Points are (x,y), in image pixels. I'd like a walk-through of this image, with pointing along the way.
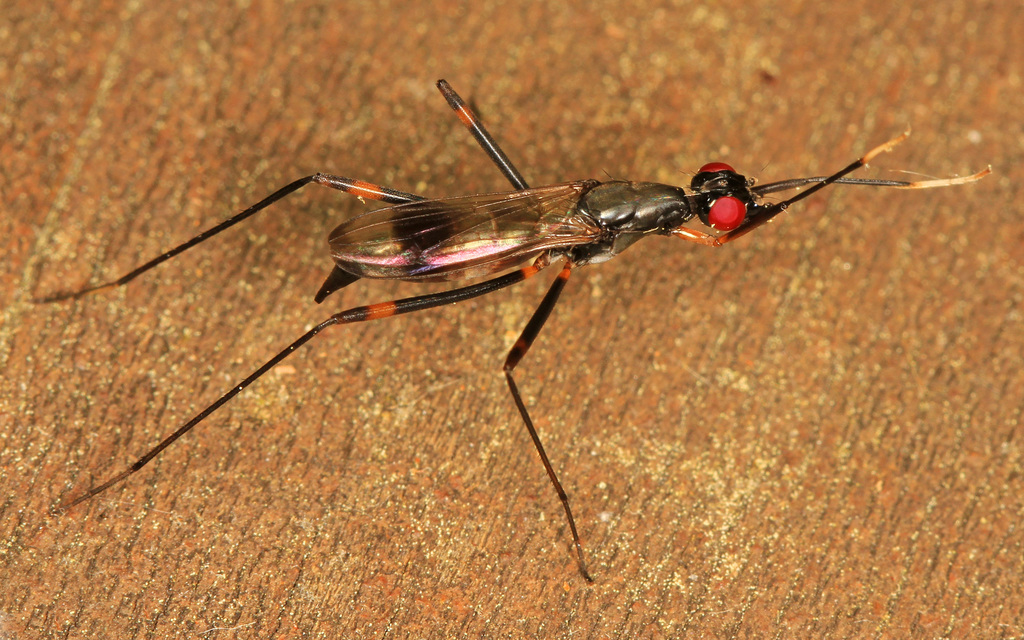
In the picture we can see an insect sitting on the wooden substance (545,398), it is with wings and long legs (569,515).
